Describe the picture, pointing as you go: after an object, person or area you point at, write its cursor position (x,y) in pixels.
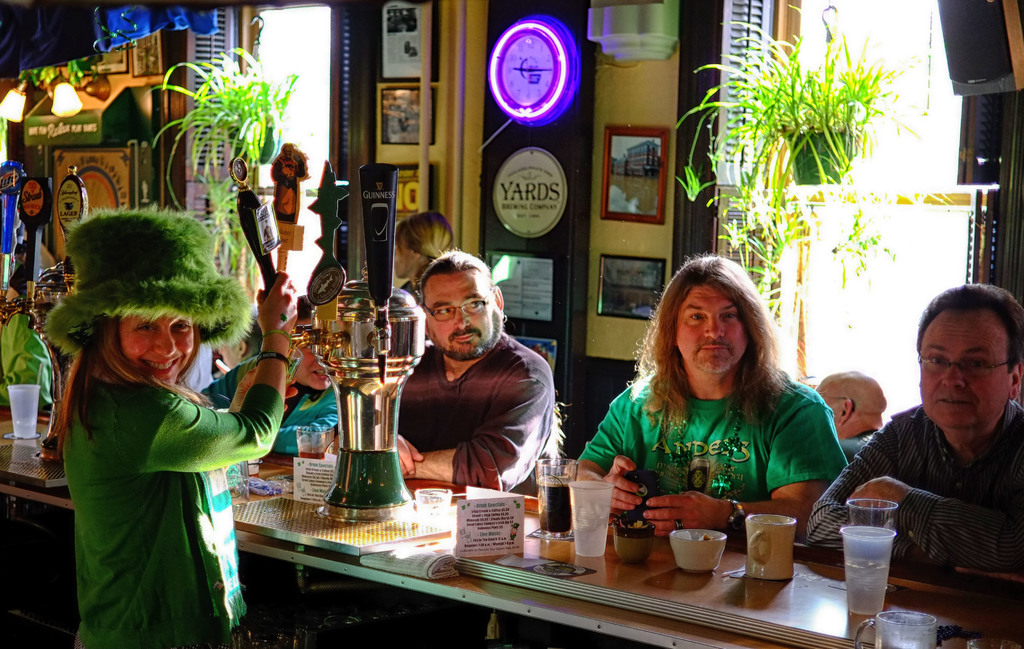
In the background (786,130) we can see the frames (613,163), lights (62,84), plants (63,69), pots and few objects (41,27). In this picture we can see the people (847,480). Among them few wore spectacles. On the left side of the picture (218,620) we can see a woman (292,311) wearing a fluffy cap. She is smiling and holding an object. On the platform (568,550) we can see the glasses (867,535), drinks (852,581), cups (582,517), boards (458,538) and few objects (355,388).
